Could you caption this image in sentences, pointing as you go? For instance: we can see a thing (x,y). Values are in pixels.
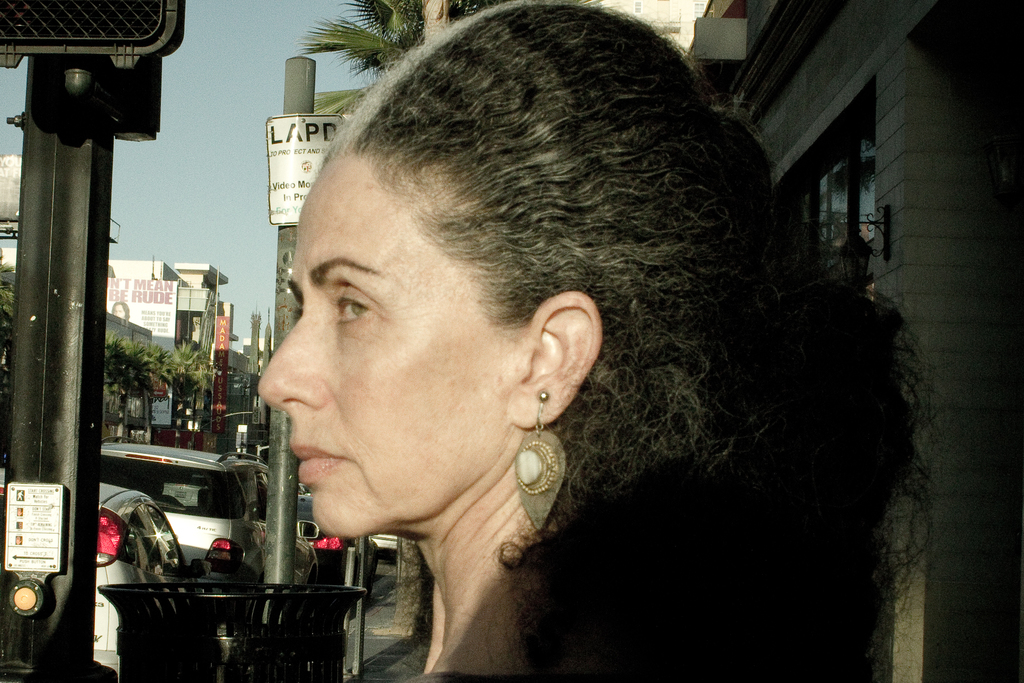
In this image I can see the person (427,398). In the background (204,401) I can see few vehicles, trees (179,408), buildings (205,400), poles (32,283) and the sky (239,167) is in blue color.
